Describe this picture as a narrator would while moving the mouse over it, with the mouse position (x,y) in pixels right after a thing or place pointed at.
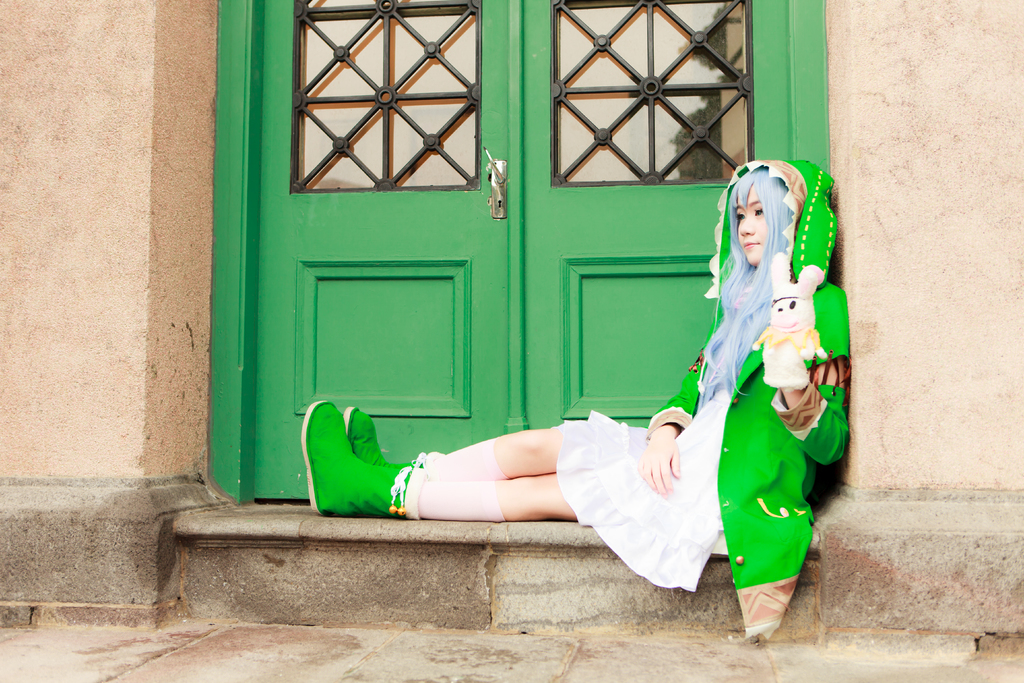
In this image I can see the ground (308,654), a building (73,231) which is brown in color, a green colored door (541,213) and a person (627,447) wearing green and white colored dress (706,458) is sitting in front of the door (539,242).
